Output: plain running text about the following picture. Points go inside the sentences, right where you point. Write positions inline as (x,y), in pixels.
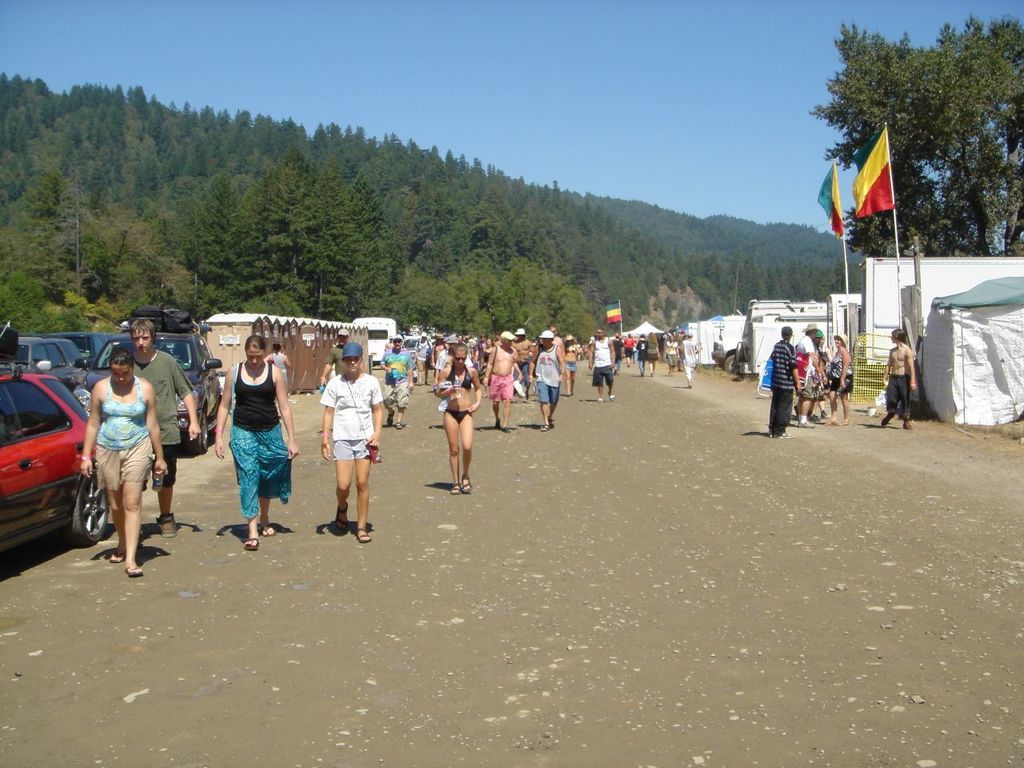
In this image we can see a group of people (390,409) standing on the road (709,600). We can also see some vehicles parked aside, houses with roof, the flag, tent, a group of trees (318,221) and the sky (377,118) which looks clear.
